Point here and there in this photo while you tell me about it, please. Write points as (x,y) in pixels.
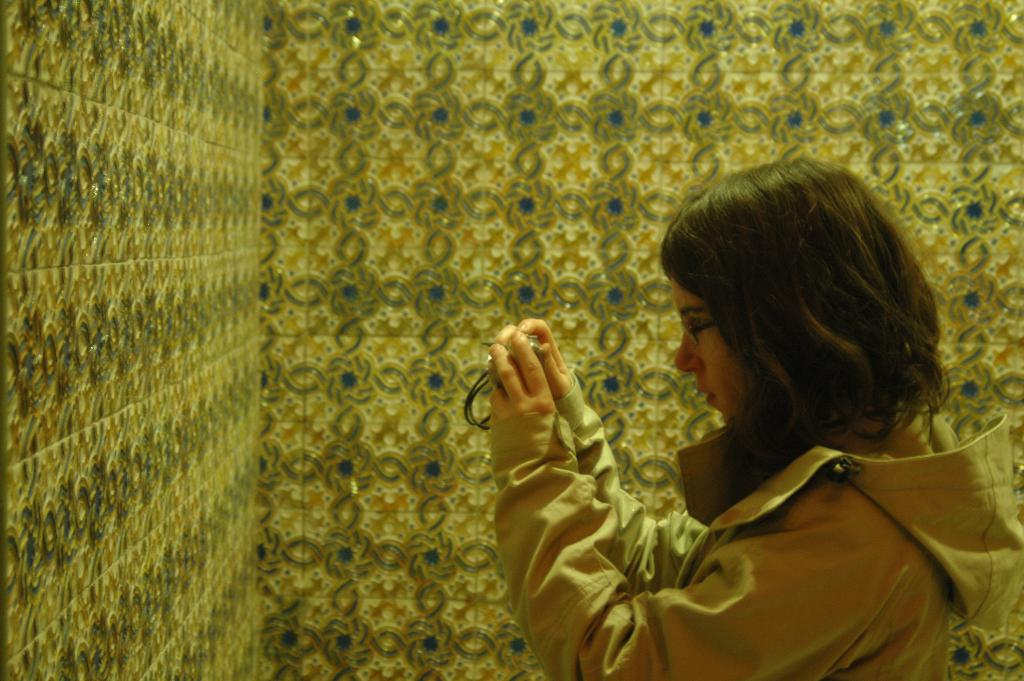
In this image I can see a person (714,395) with goggles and holding a camera (471,391), there I can see a wall (546,297).
